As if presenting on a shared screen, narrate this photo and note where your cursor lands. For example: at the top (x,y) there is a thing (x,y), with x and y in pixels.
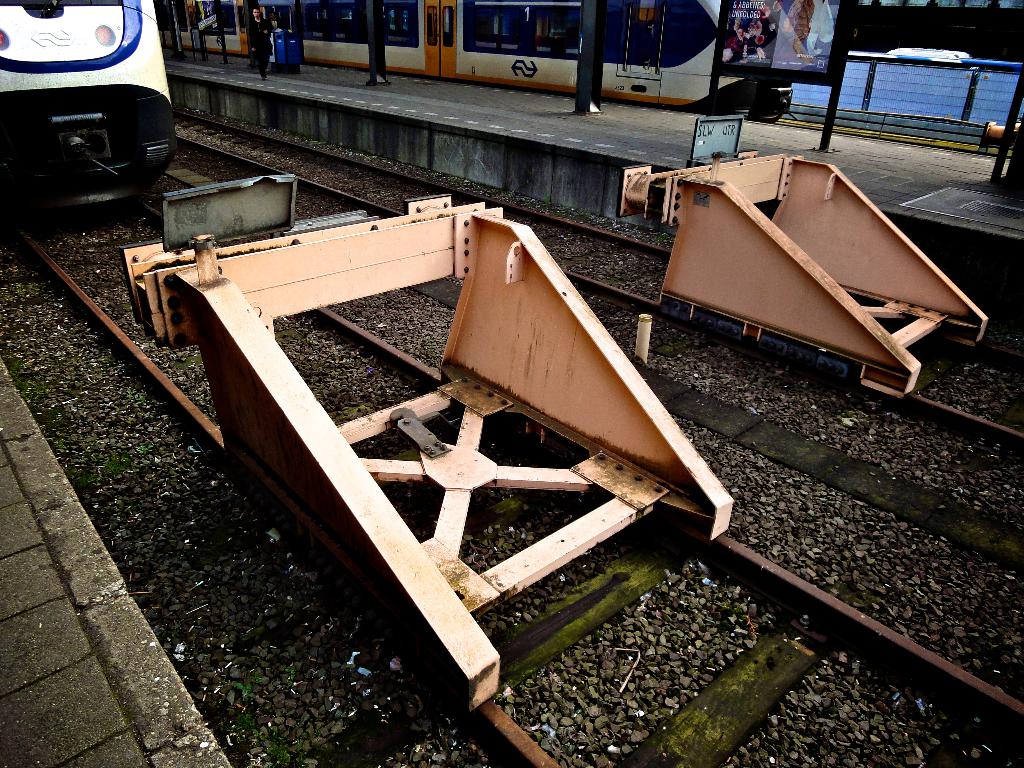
In this picture we can see few trains (623,97) and metal rods (243,320) on the tracks (526,503), beside to the train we can find a person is walking, and also we can see fence (848,90) and a hoarding (821,54).
